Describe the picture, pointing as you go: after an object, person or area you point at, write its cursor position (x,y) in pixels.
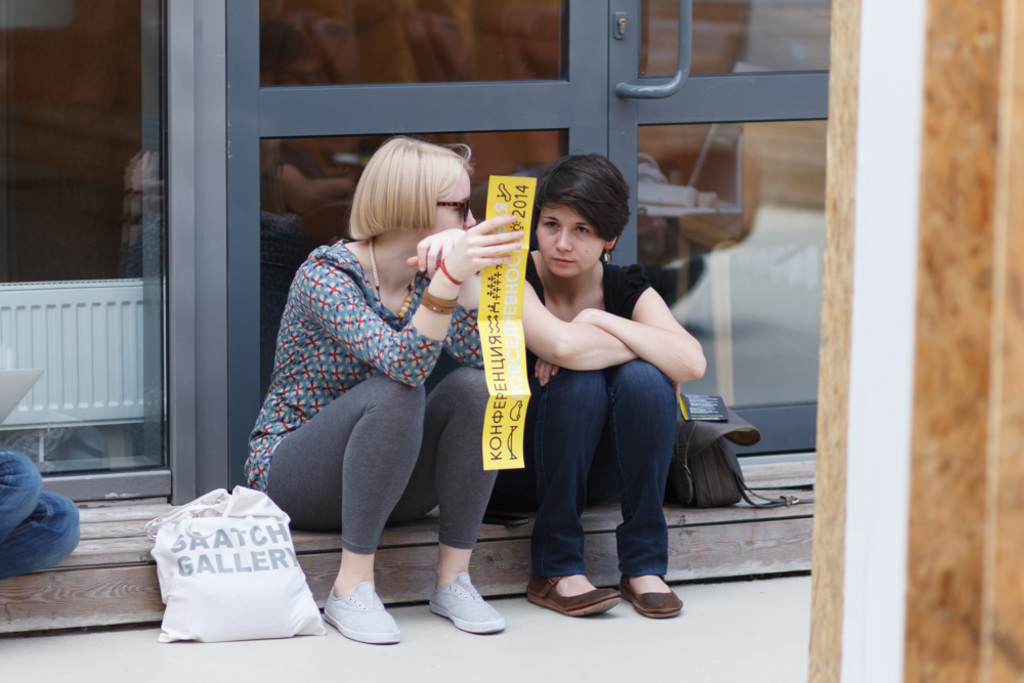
In this image we can see two persons (550,416) sitting and one of them is holding a poster (497,420), there are some bags (238,588), doors (195,193) and the legs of a person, on the right side of the image (869,158) it looks like the wall (1012,88).
